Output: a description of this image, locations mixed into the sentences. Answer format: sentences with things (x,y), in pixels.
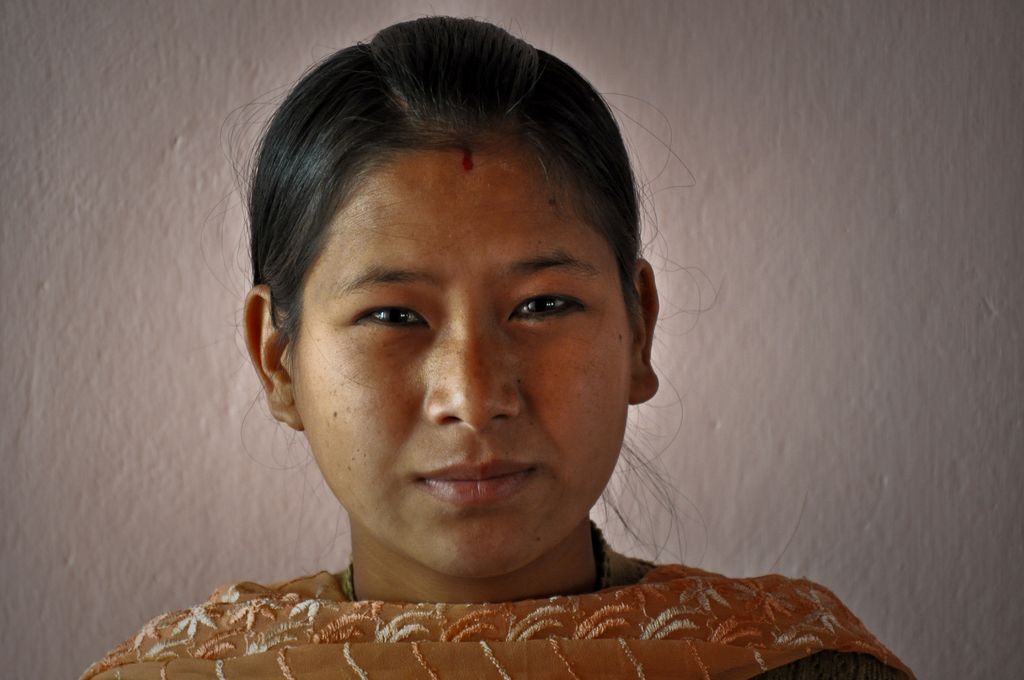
In this image in front (490,601) there is a person (592,585). Behind her there is a wall (895,410).
